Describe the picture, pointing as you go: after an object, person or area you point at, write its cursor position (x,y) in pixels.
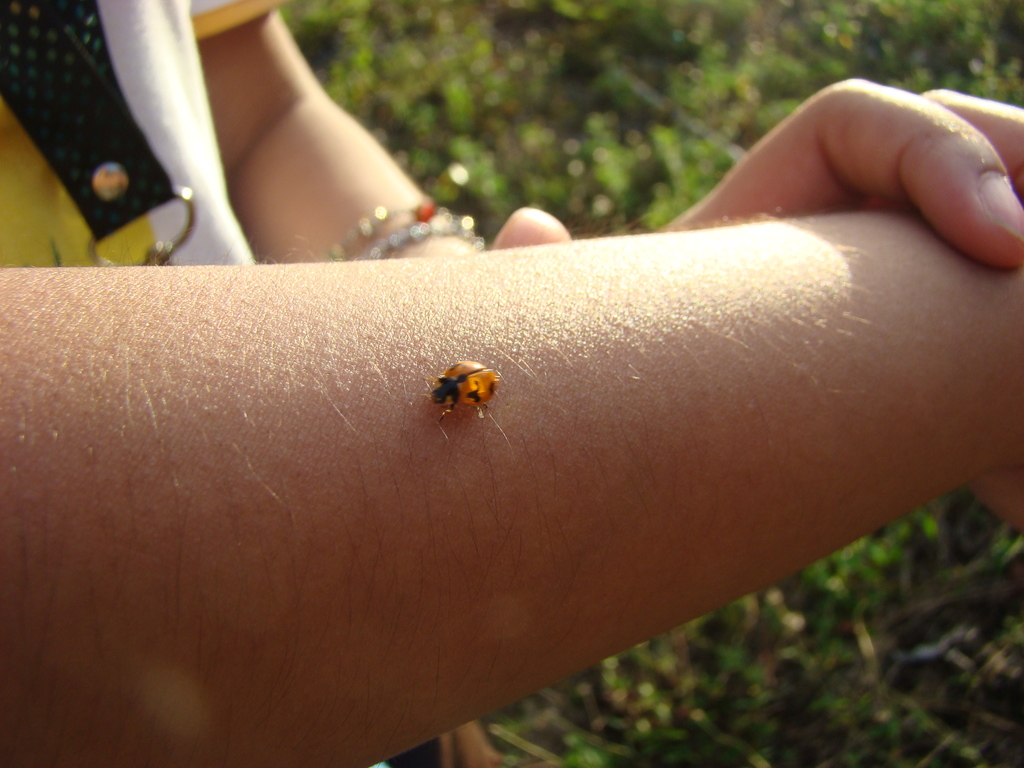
In this picture we can see grass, a person (525,401) and an insect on the person's hand (327,389).
